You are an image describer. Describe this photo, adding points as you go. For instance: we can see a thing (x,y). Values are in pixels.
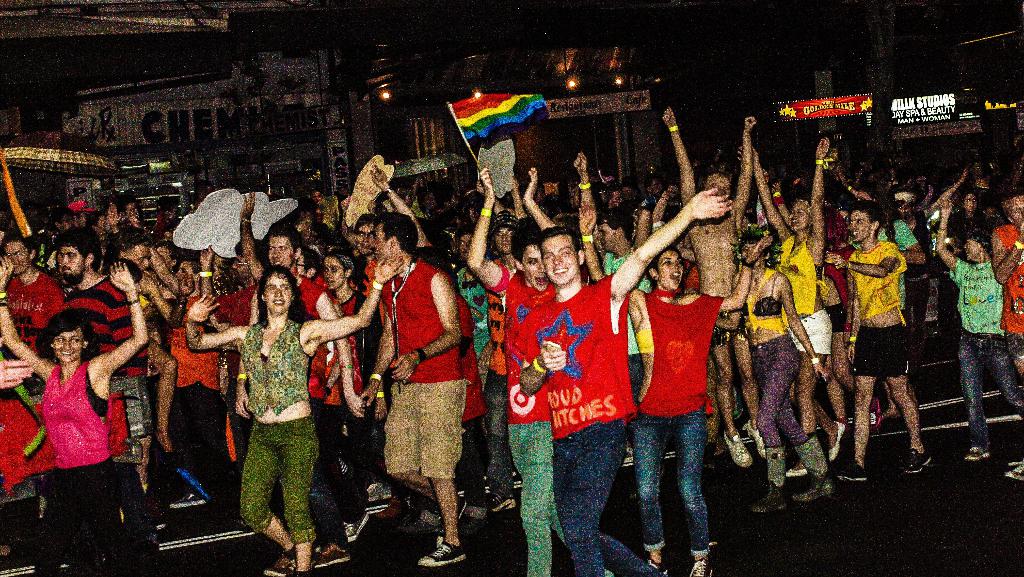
In this image, we can see a group of people (691,388) are dancing, walking and smiling on the road (958,571). Few people (591,312) are holding some objects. Background (213,162) we can see shops (221,149), hoardings (290,122), walls (425,139), lights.
